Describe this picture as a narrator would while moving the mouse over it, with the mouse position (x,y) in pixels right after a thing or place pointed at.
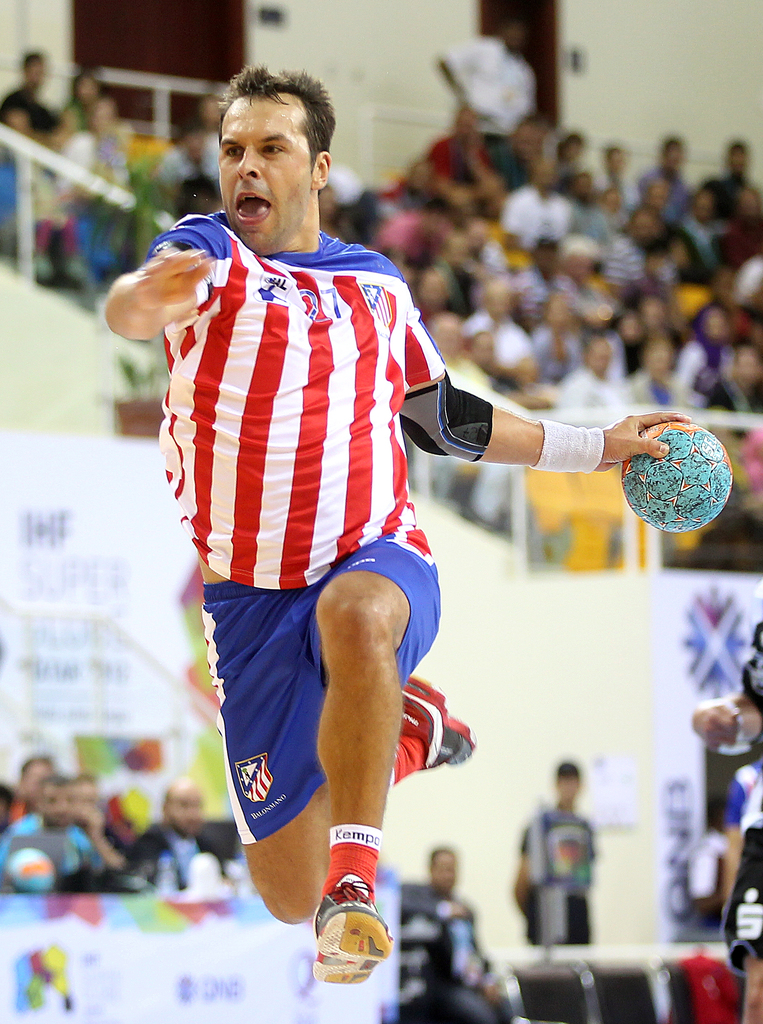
In this image a man (325,505) jumping with a ball (658,487), in the background (621,260) there are people (621,260) sitting on chairs (618,481) and few (559,809) are standing and it is blurred.
